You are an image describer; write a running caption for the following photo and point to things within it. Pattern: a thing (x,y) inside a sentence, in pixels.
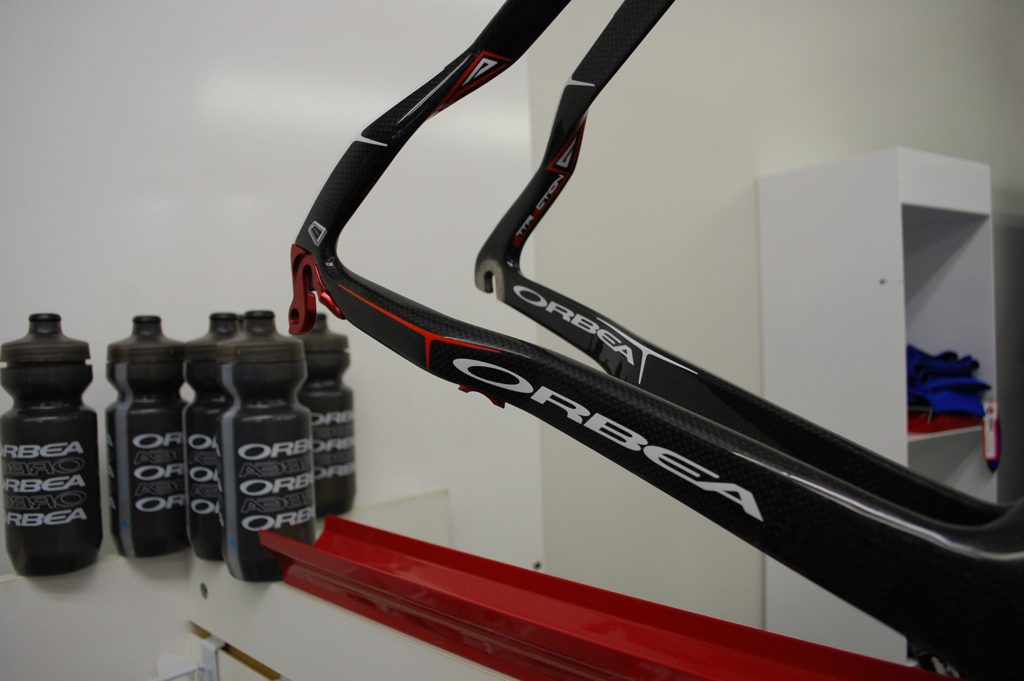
Here in this picture we can see black color bottles (278,499) on the wall (229,593). And black color holding object (563,421) and a red color thing (472,606). To the right corner (890,408) there is cupboard (886,259). Inside the cupboard (967,200) there are some clothes (942,385).
